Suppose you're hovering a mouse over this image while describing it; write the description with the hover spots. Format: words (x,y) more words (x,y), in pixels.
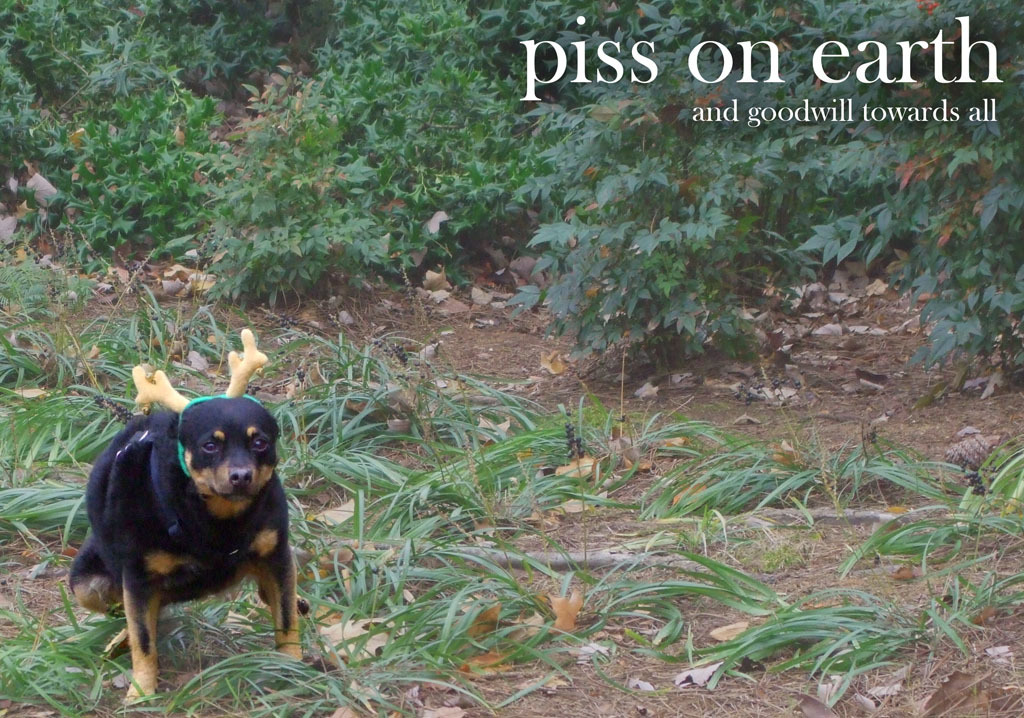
In this image, we can see an animal (256,489). We can see the ground (619,567) with some grass (647,511), plants (995,13) and dried leaves (672,444). We can also see some text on the top right corner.
